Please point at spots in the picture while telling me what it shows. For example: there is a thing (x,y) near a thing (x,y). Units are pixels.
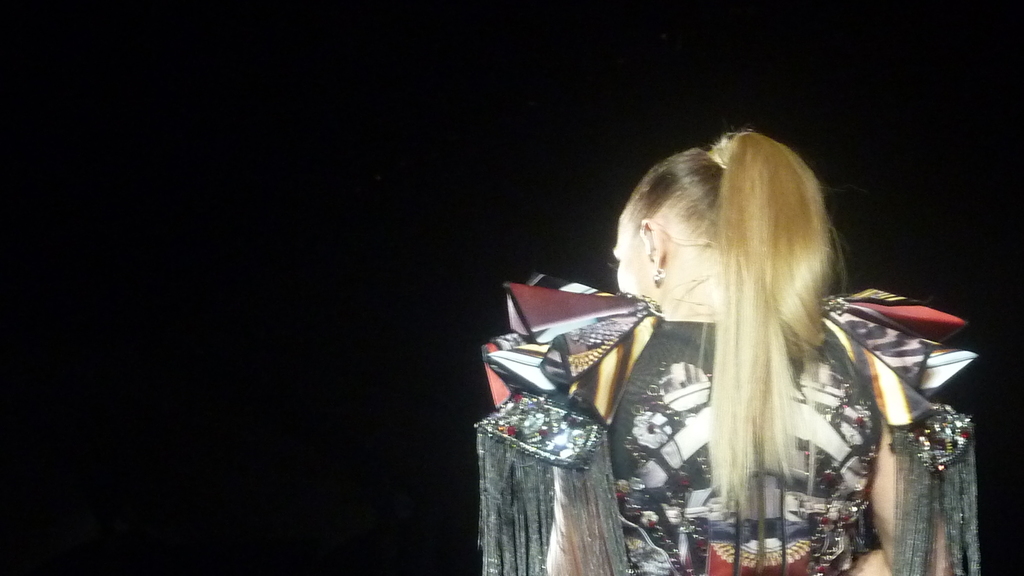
In this image there is a lady (703,356) standing. The background (153,401) is dark.
